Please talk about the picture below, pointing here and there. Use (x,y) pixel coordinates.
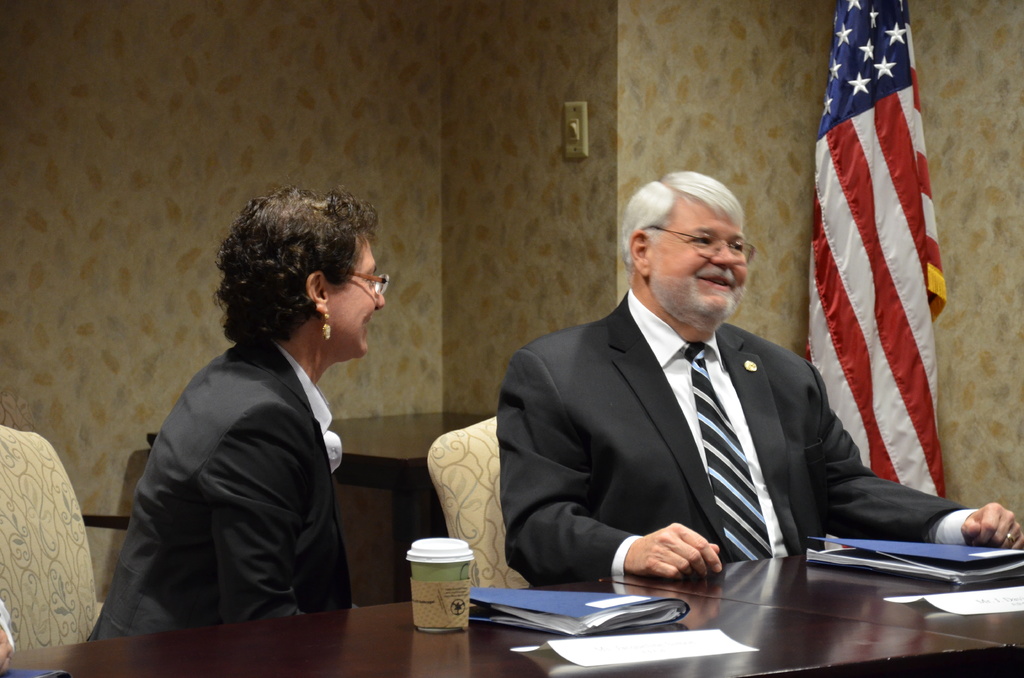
There are two people (533,448) sitting on chairs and smiling. We can see files (547,596), papers (963,596) and cup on the table (702,609). In the background (387,402) we can see flag (919,138), wall (674,64) and table (368,425).
